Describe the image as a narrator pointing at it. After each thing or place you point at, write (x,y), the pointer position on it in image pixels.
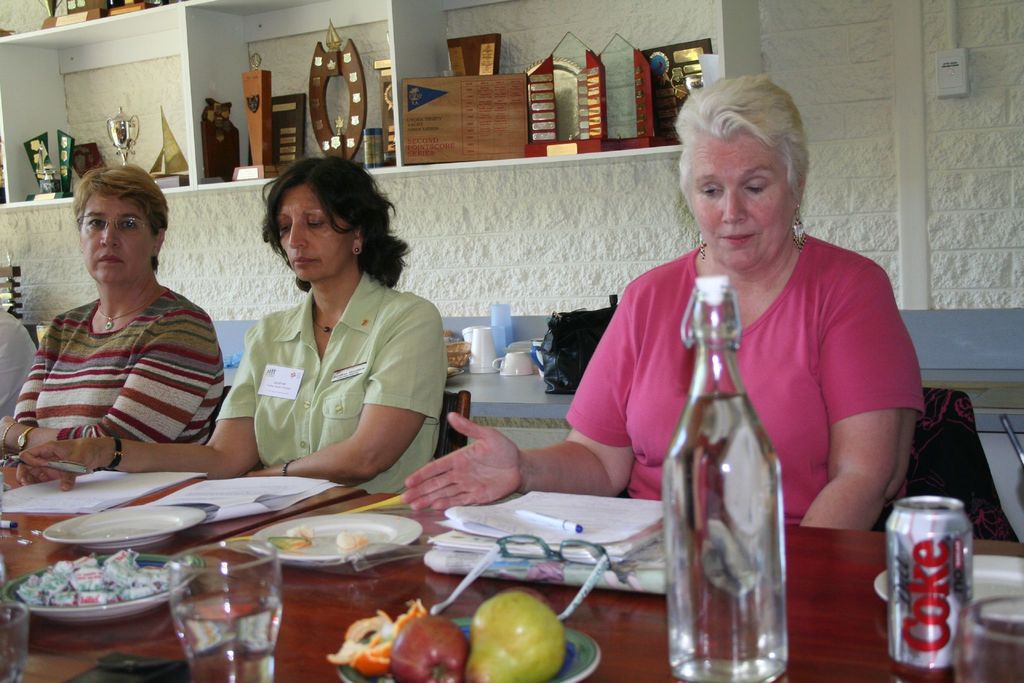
As we can see in the image there is a white color wall (885,90), shelves (379,42), three people (381,317) sitting on chairs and there is a table (398,564). On table (789,580) there is a tin (923,543), bottle (741,570), spectacles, papers (545,547), plate (387,545), spoons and chocolates (117,582).
